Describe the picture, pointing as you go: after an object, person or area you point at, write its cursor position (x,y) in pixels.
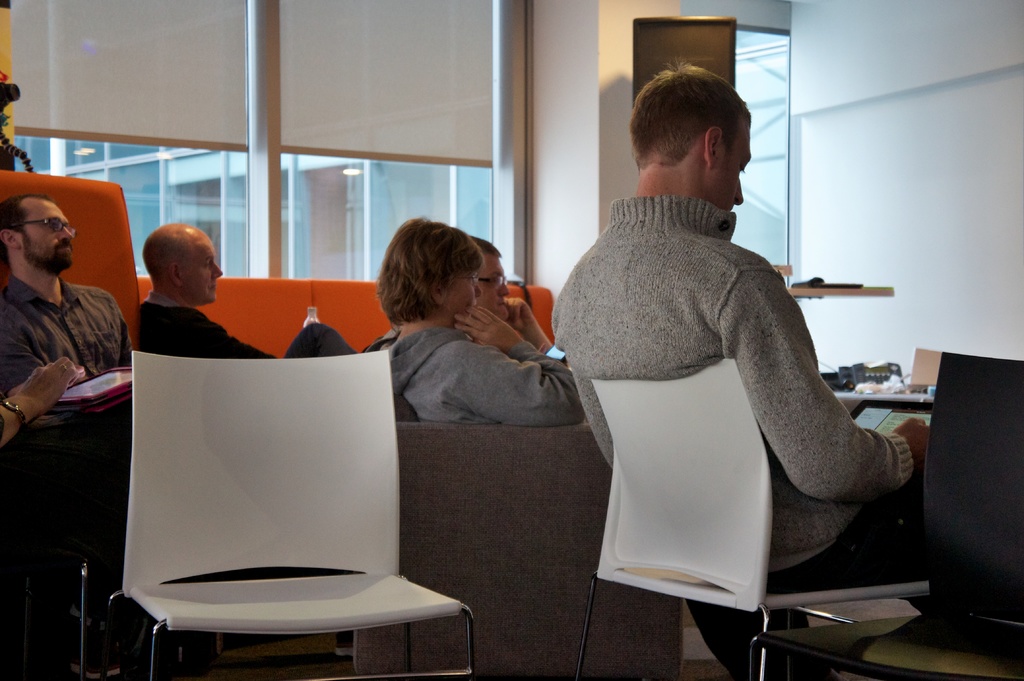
The image is taken in the room (597,145). On the right (747,436) there is a man (799,472) sitting on the chair (734,516) there are chairs (982,423) behind him there are many people (489,386) sitting on the sofas (350,296). In the background (834,45) there is a wall (845,57) and a window (315,202).
